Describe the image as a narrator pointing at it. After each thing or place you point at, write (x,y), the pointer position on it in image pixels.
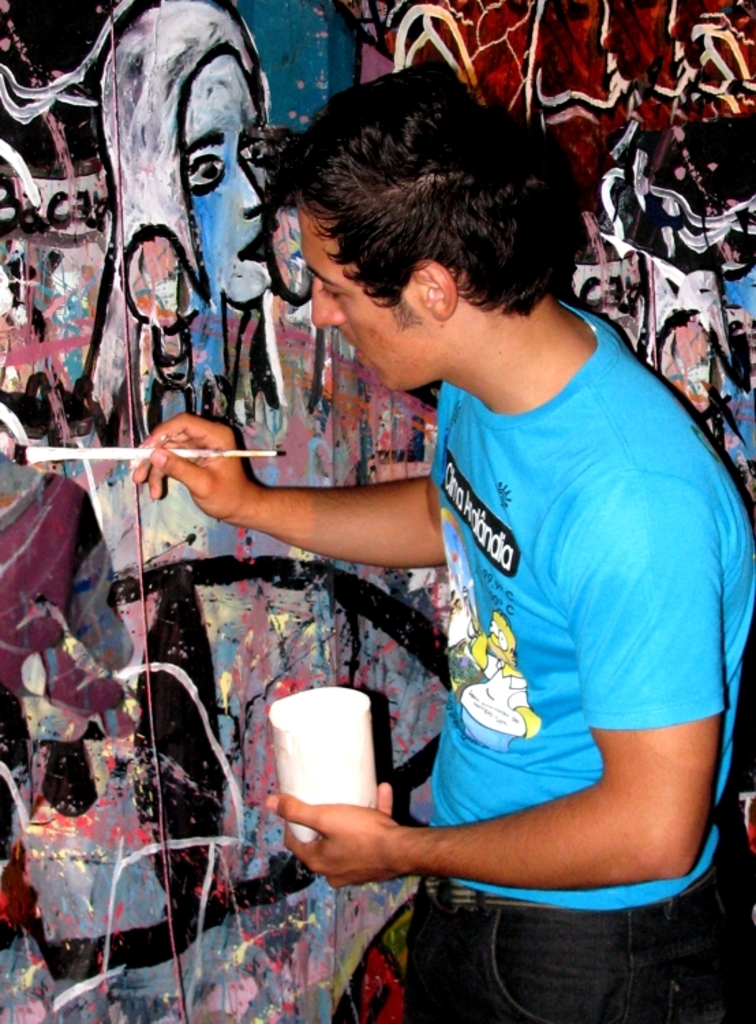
In this image there is a person (706,569) standing and holding a paint brush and a glass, and he is painting on the wall (253,299).
